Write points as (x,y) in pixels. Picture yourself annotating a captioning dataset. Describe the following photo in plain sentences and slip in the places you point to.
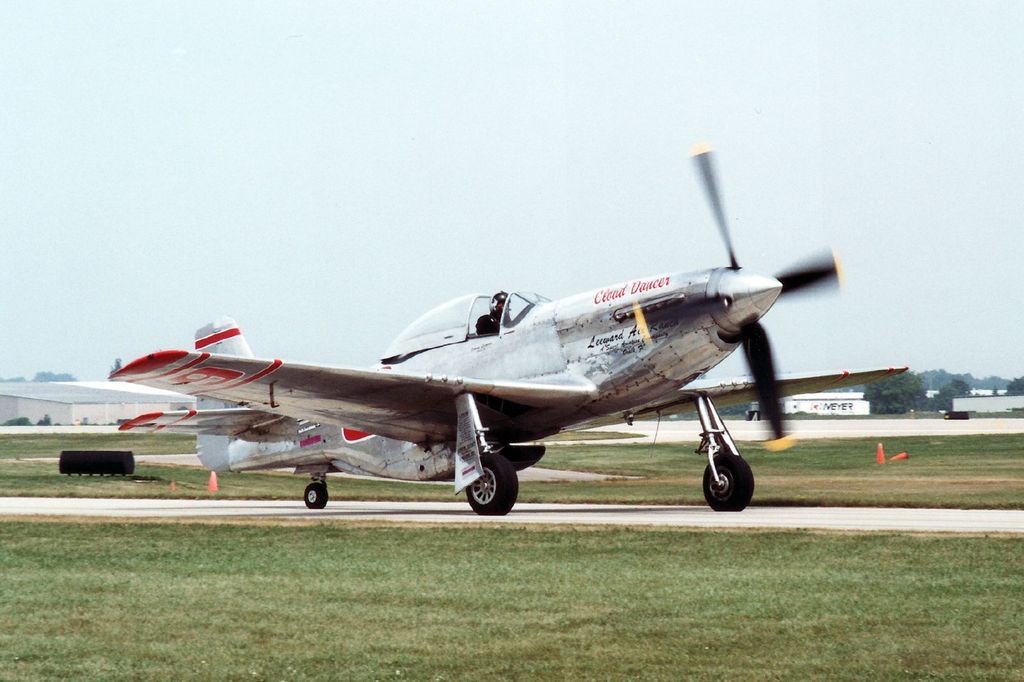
In this image, we can see an aircraft (495,477) on the runway (1000,523). Here we can see grass (940,459), traffic cones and black color objects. Background we can see buildings (34,416), trees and sky (451,249).
